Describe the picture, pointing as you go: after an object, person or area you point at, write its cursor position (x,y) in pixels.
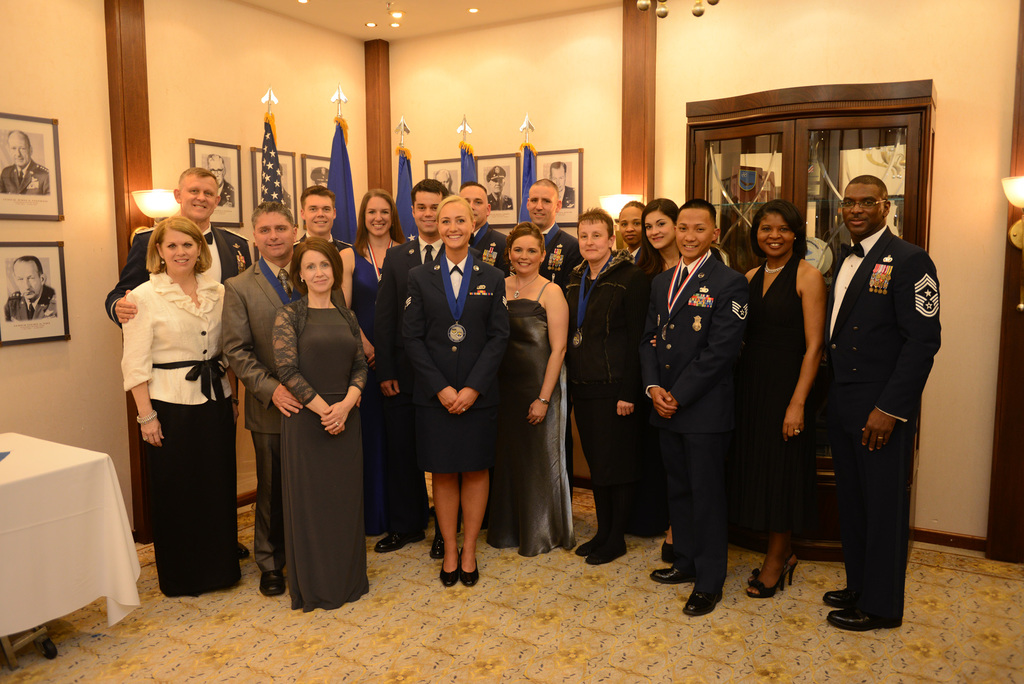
There are some people (481,328) standing in this picture. There are men (223,265) and women (542,285) in this group (575,270). All of them were smiling. In the background (371,168), there are some flags (347,169) and some photographs (223,178) attached to the wall (225,88). In the left side (65,486) there is a table (52,479).
